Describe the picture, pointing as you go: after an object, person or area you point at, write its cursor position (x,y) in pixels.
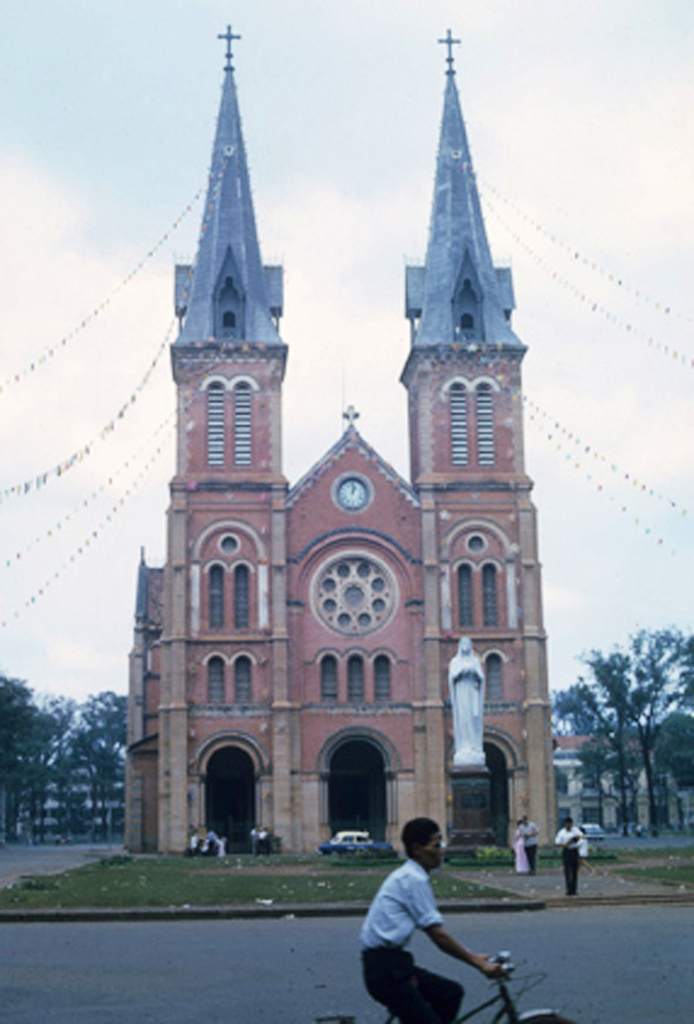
In the center of the image (247,598) there is a church (438,670). There is a statue (450,693). There is a person (406,928) riding a bicycle (481,1017). There are people (582,839). There are cars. At the bottom of the image (94,951) there is road (77,944). There is grass (164,857). In the background of the image (597,735) there are trees (83,730) and sky (63,518).
